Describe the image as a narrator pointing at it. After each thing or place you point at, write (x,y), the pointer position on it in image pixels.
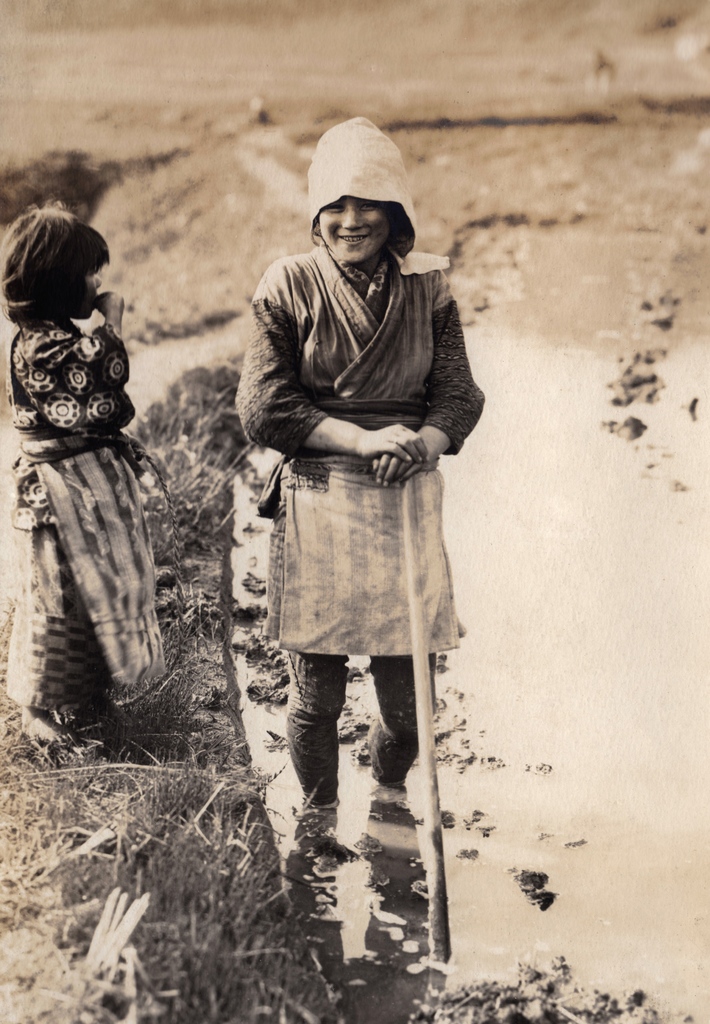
In the foreground of this image (368,530), there is a woman (387,450) standing in the mud (453,868) holding a stick (411,577). On the left (64,579), there is a girl (67,697) standing on the grass (85,832). In the background (414,90), there is the land (351,103).
